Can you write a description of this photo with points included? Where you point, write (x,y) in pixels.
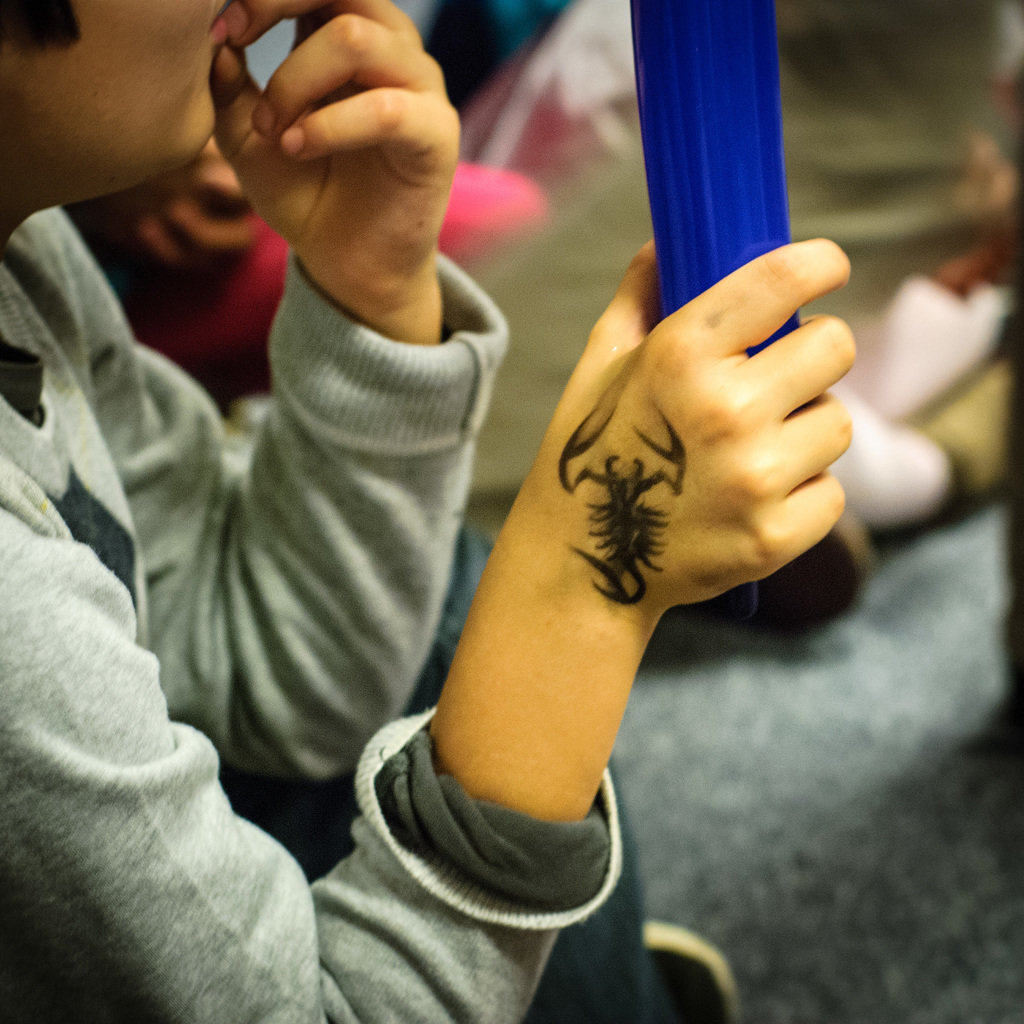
This image consists of a person (488,327), who is holding something. He has a tattoo (648,480) on his hand (638,605). He is wearing a grey color T-shirt (117,736).
